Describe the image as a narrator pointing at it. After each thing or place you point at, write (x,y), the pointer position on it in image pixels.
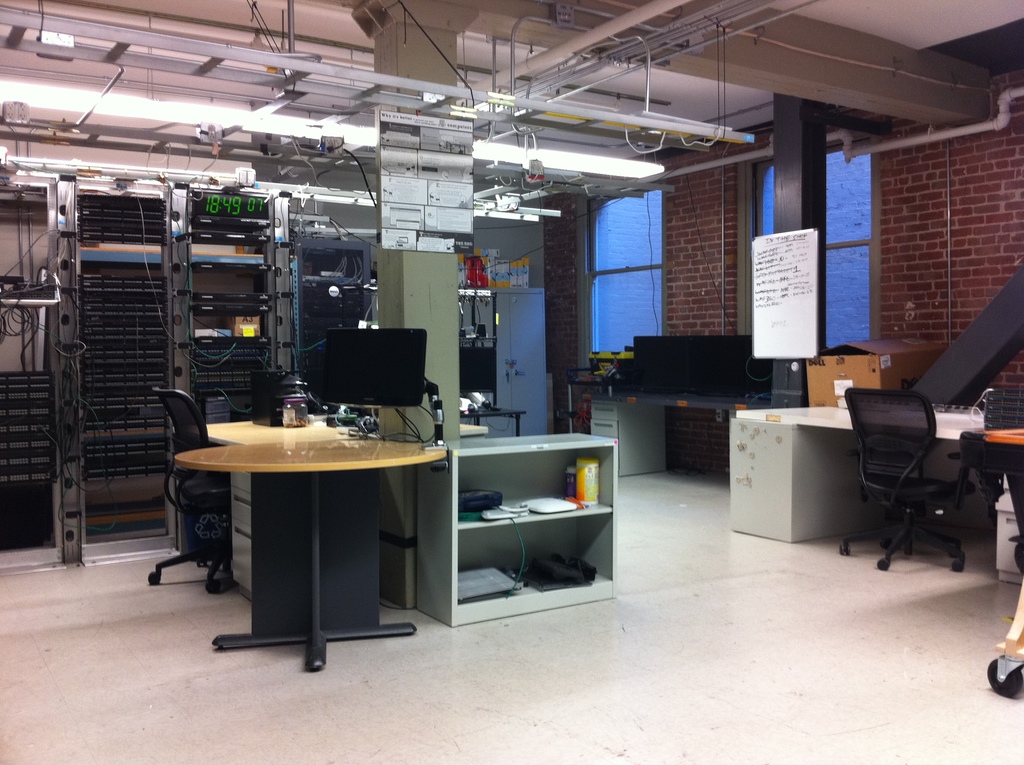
This is an inner view of a building (487,648). In this image we can see a table (322,597) containing a monitor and some containers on it, some chairs (209,506), a pillar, a cupboard (428,556) with some objects (520,516) placed in the shelves (538,515), a board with some text (760,286) on it and a cardboard box (809,364). We can also see some electrical devices (224,364), a wardrobe (521,386), a digital screen (205,198) and some ceiling lights (512,152) and pipes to a roof (299,115).
